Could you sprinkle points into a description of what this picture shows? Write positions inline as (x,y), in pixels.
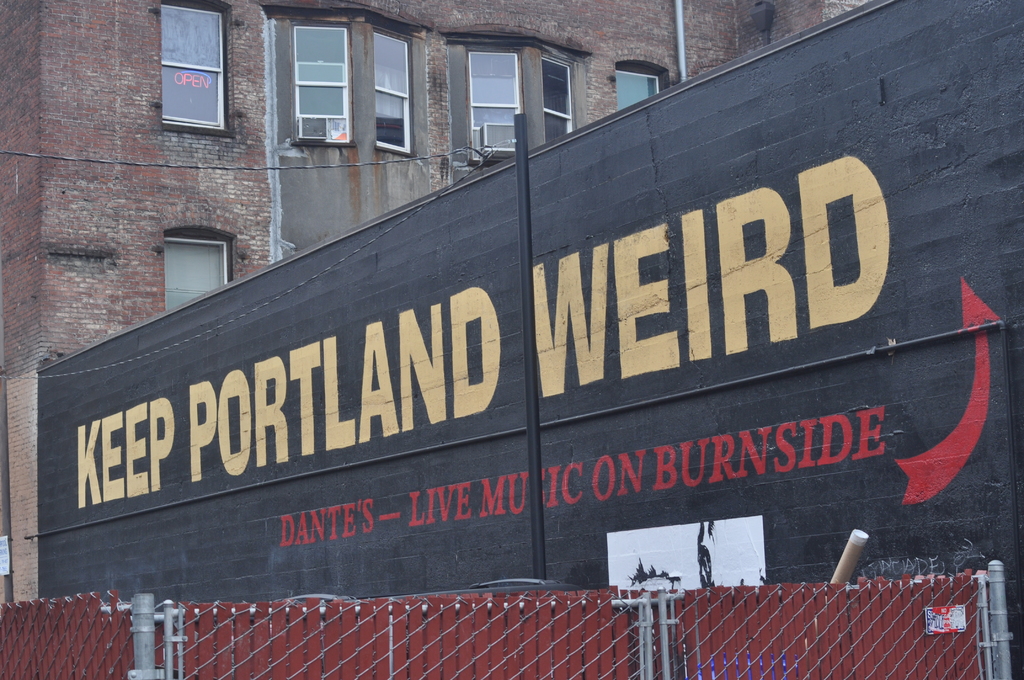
In this image there is a board (560,390) on the wall (62,493). There is text (407,425) on the board (598,359). Behind the board (606,369) there is a building (177,50). There are glass windows (310,72) on the walls (577,114) of the building (313,196). In front of the board (547,400) there is a pole (536,417). At the bottom (379,652) there is a fencing (254,621).
